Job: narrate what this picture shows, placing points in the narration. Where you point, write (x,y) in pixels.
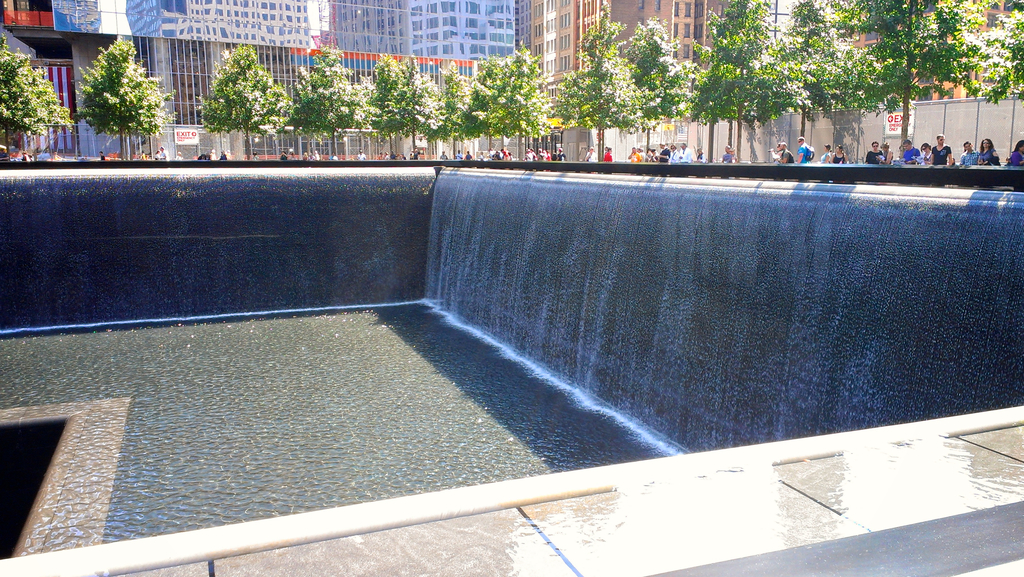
In this image we can see the structure (524,318) which looks like a memorial plaza (862,330) and there are some people (974,161) standing. We can see some trees (653,86) and at the top of the image (681,20) we can see some buildings (32,14).
